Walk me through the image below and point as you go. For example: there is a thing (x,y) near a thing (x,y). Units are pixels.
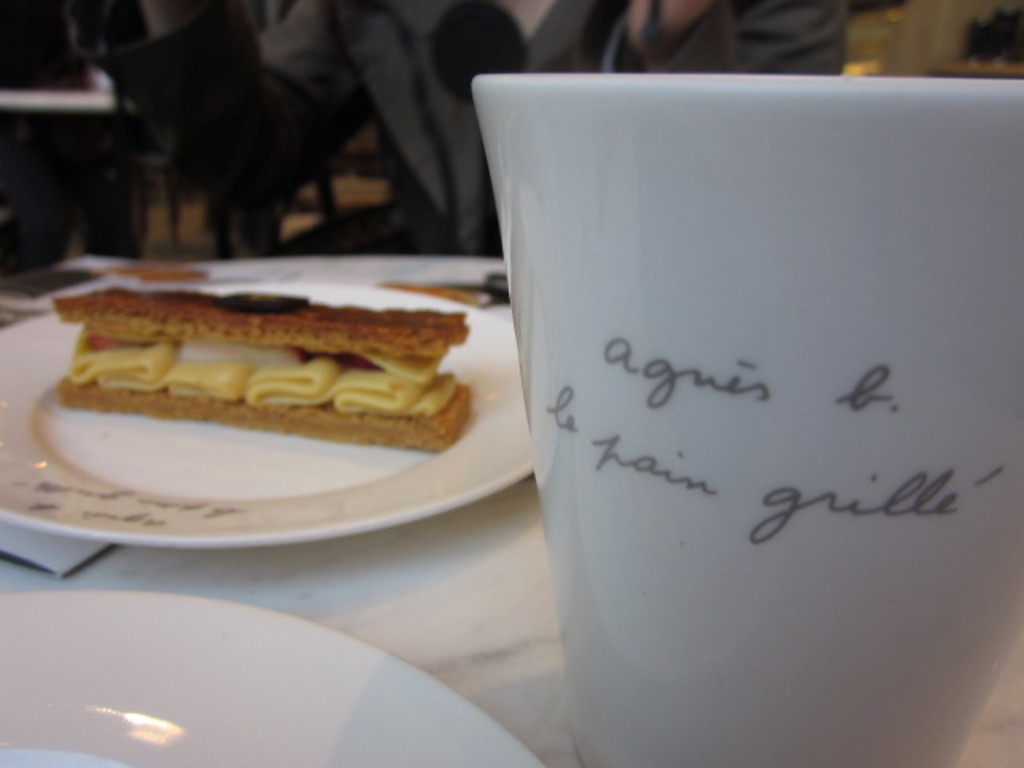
There are plates (93,531) and a glass (567,561) on a surface (385,560). On the plate (441,497) and glass (644,449) something is written. Also there is a food item (209,363) on the plate (217,455). In the back (488,47) there is a person (524,56) sitting.
